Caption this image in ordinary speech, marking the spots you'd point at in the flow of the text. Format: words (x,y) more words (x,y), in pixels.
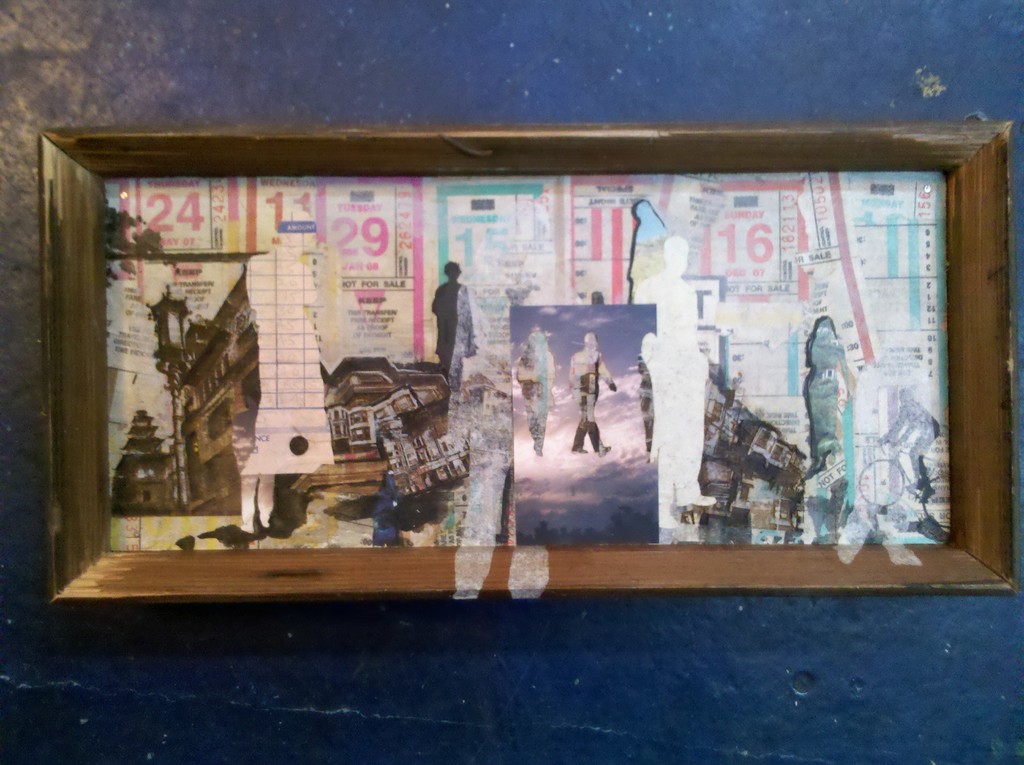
This is a wooden box (74,272) and at the bottom of the box (97,254) there are posters (265,332) on it and it is on a platform (949,671).
